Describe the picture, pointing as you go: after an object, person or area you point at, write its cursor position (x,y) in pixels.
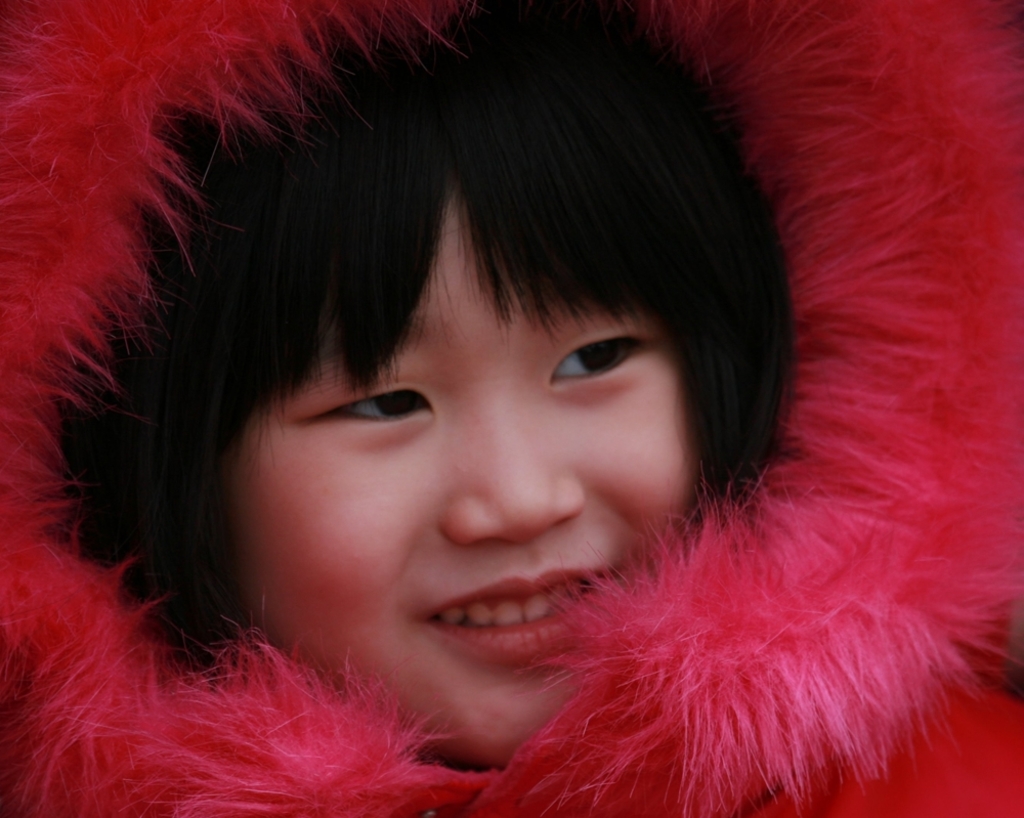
In the center of the image (495,536), we can see a girl (462,627) smiling and wearing a sweater (839,664).
